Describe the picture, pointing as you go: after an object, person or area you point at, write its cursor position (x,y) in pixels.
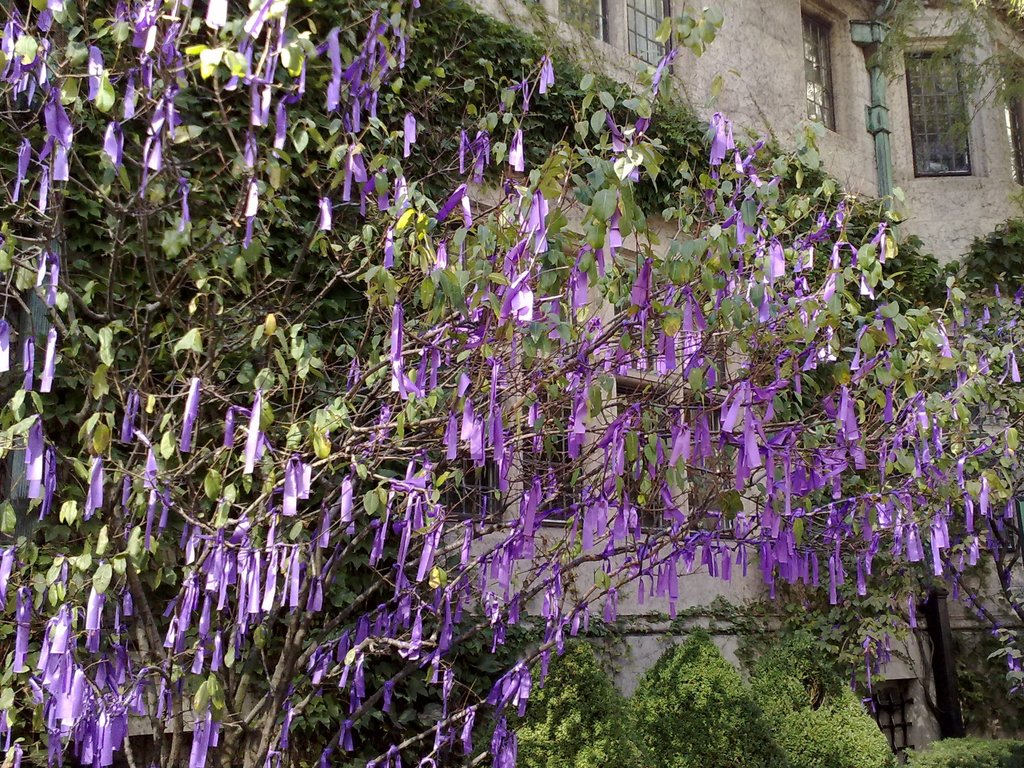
In this image, in the foreground (309,443) we see green leaves (360,201) with purple ribbons (464,402) and in the background (543,460) there is a house (644,659).
